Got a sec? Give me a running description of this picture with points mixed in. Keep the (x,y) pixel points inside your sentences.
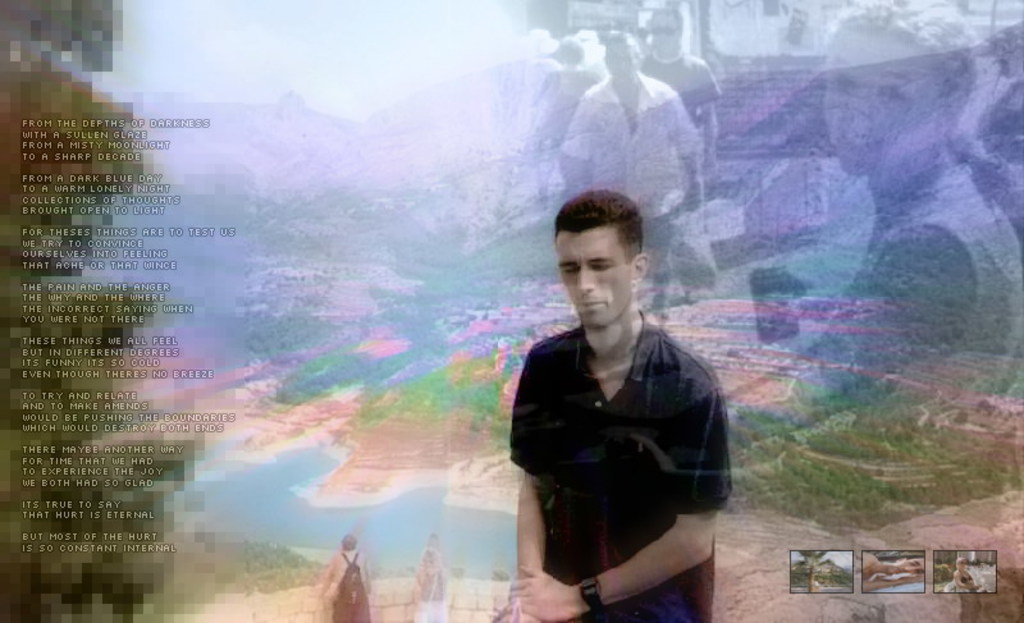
This picture is an edited picture. on the left side of the image (34,320) there is a text (118,289). In the middle of the image (530,414) there is a man (645,370). At the back (599,161) there are group of people (575,141) and there are mountains (436,137). At the bottom (278,552) there is water (346,527) and there are trees (261,546). At the bottom right (830,580) there are pictures (982,591).
